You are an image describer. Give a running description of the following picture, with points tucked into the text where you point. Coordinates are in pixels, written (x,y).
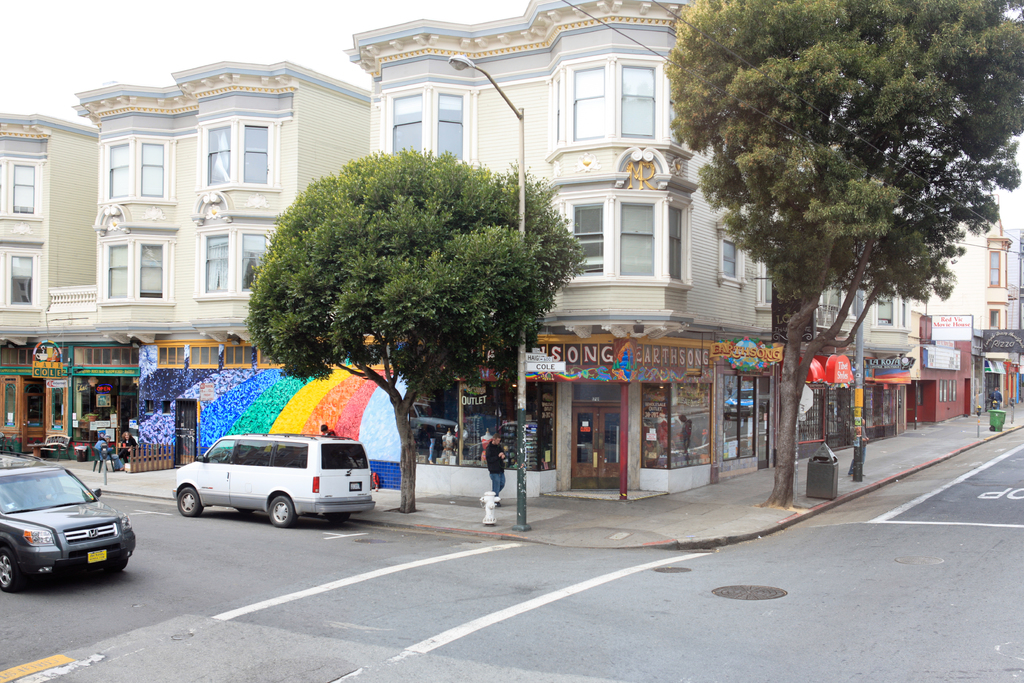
This picture might be taken in the city (618,523). In this image, in the right side (990,350), we can see some buildings (992,308), windows (992,262), hoardings (937,363), trees (951,184) and on the left side (68,519), we can see some cars (114,549) are moving on the road (395,615). In the middle (517,375), we can see a man (491,470) walking on the footpath (527,504), fire hydrant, buildings (696,395), trees (466,277), street lights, electric wires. In the background (149,220), we can also see a building (610,188) which is in cream color and windows (627,267). On top (276,20) there is a sky (229,14), at the bottom (946,600), there is a road (792,531) and footpath (645,502).
